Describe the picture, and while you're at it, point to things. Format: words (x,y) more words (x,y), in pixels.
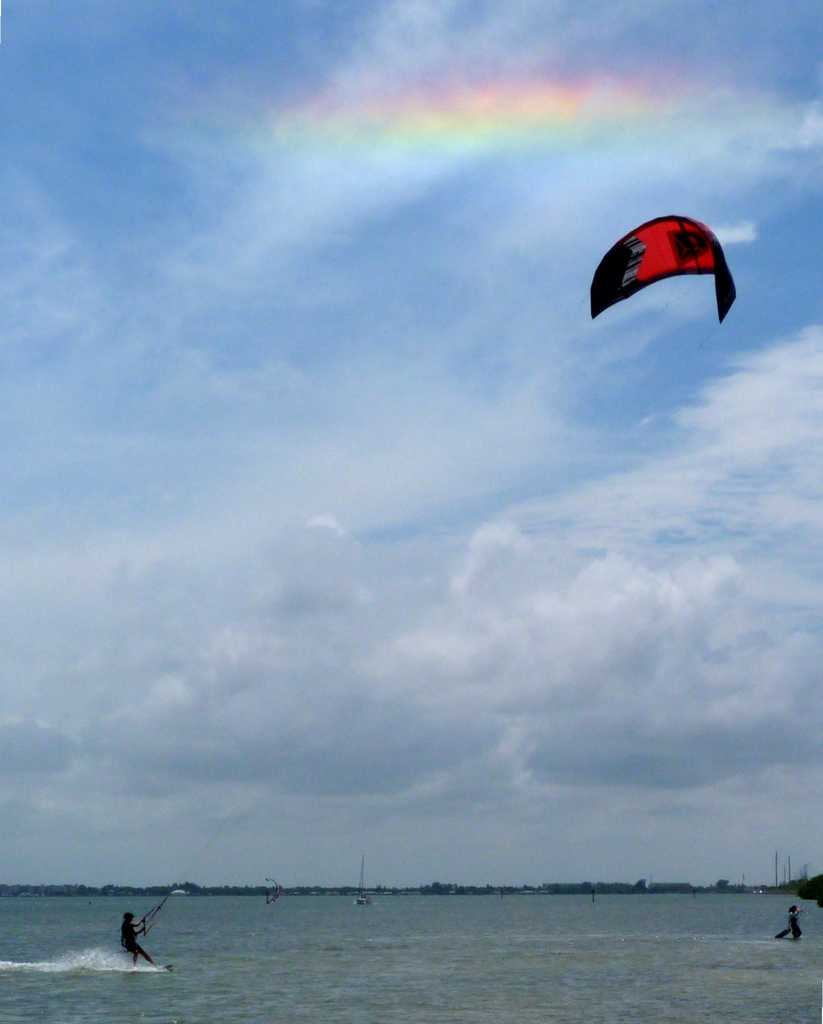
In this image we can see a woman (126,928) parasailing on the water (210,919). On the backside (298,766) we can see some poles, the rainbow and the sky (506,670) which looks cloudy.
